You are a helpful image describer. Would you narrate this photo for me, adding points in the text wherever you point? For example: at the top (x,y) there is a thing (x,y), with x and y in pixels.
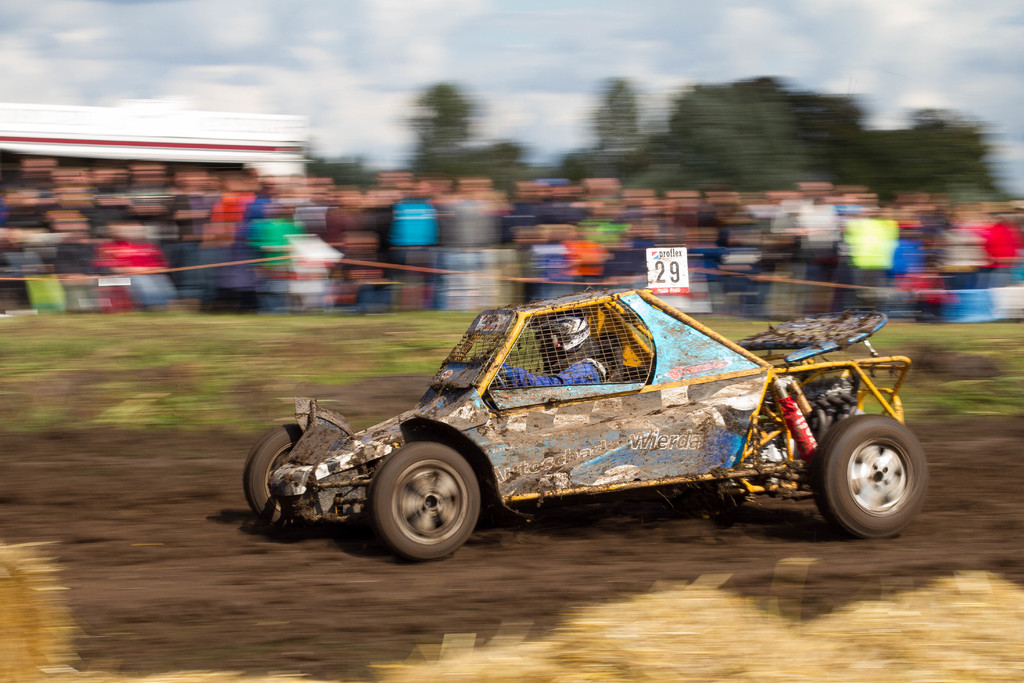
This is a slightly blur image where we can see person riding car (698,420) on the mud road (732,581), beside that there are so many people (797,247) standing and trees (752,135).
